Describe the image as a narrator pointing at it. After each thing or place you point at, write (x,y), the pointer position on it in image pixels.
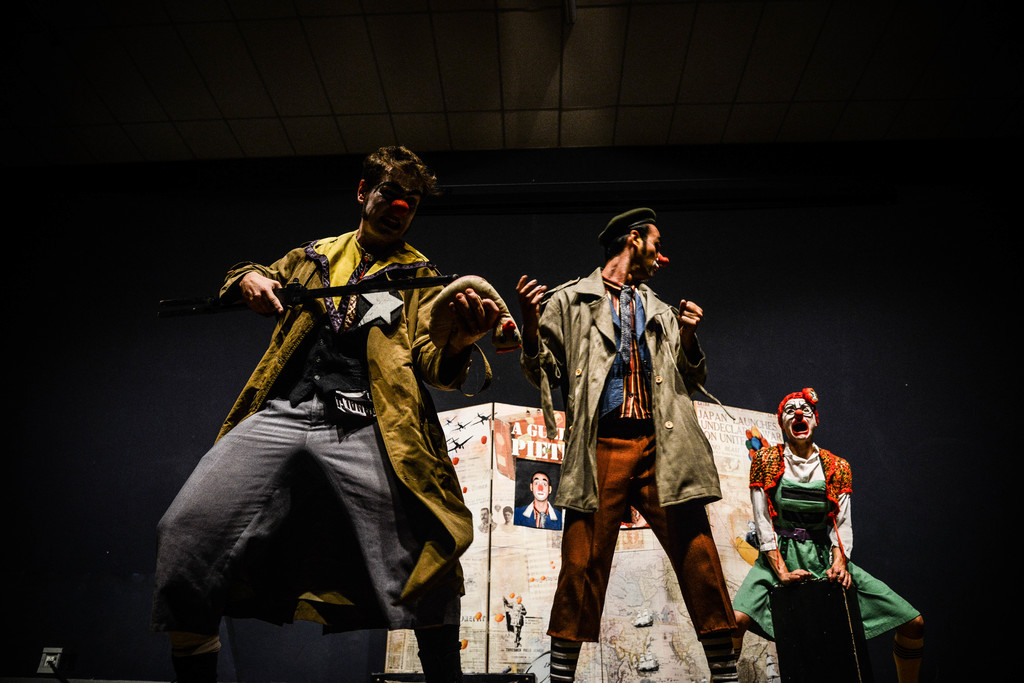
In this image there are three persons (428,658) in the fancy dresses (452,366) are standing and holding some objects (847,655), and in the background (501,487) there is a board (528,452) with letters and photos (488,526) on it.
